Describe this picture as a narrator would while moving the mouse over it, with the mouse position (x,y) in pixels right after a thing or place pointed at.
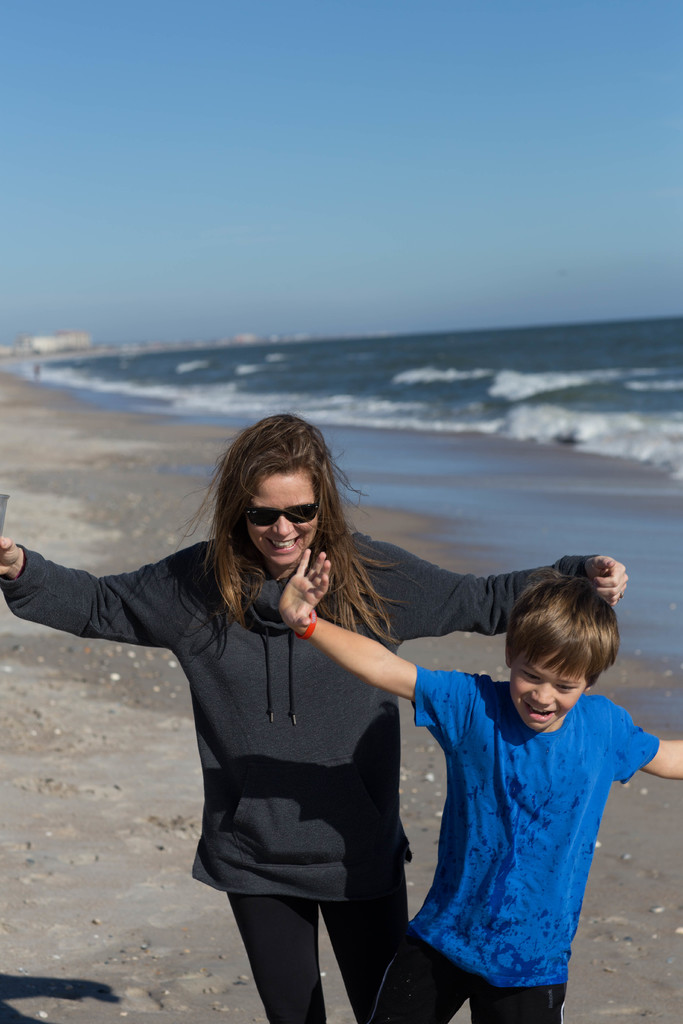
In this image a woman (307,729) wearing a black shirt (305,854) and a boy (551,861) wearing a blue shirt (467,896) are standing on the land (44,963). Woman (258,676) is wearing goggles (263,506). Right side (671,452) there is water (499,407) with some tides (522,410). Top of image (407,256) there is sky (445,104).
